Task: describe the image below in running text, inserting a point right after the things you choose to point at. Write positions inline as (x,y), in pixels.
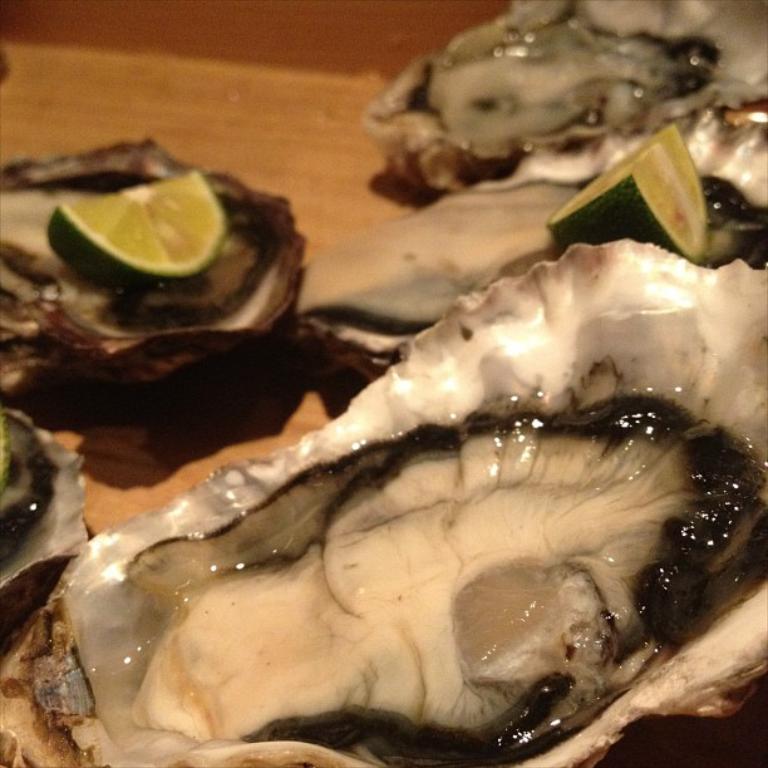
In this picture we can see there are oysters (757,419) and lemon slices (170,260) on an object (267,176).
